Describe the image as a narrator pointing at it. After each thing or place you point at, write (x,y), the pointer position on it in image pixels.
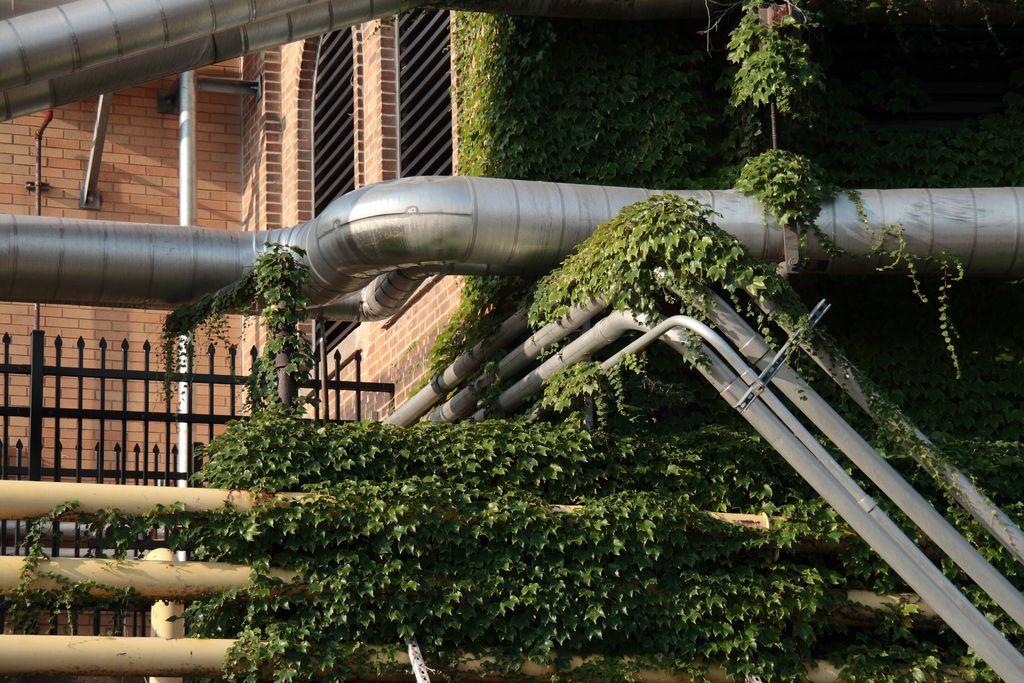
In this image we can see metal rods (921,591), creepers (569,460). In the background of the image (36,463) there is fencing (5,426), wall (125,146) and window (339,118).
